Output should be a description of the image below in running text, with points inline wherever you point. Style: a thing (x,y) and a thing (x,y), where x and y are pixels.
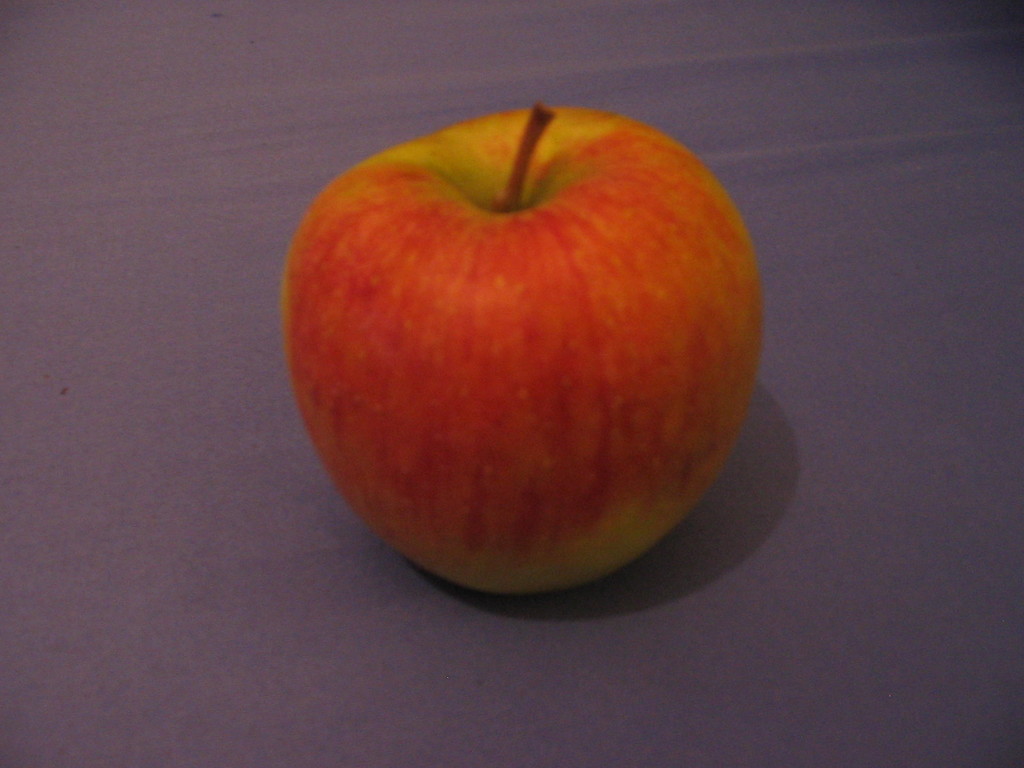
In this image I can see red color apple (340,223), might be kept on floor (53,441).
